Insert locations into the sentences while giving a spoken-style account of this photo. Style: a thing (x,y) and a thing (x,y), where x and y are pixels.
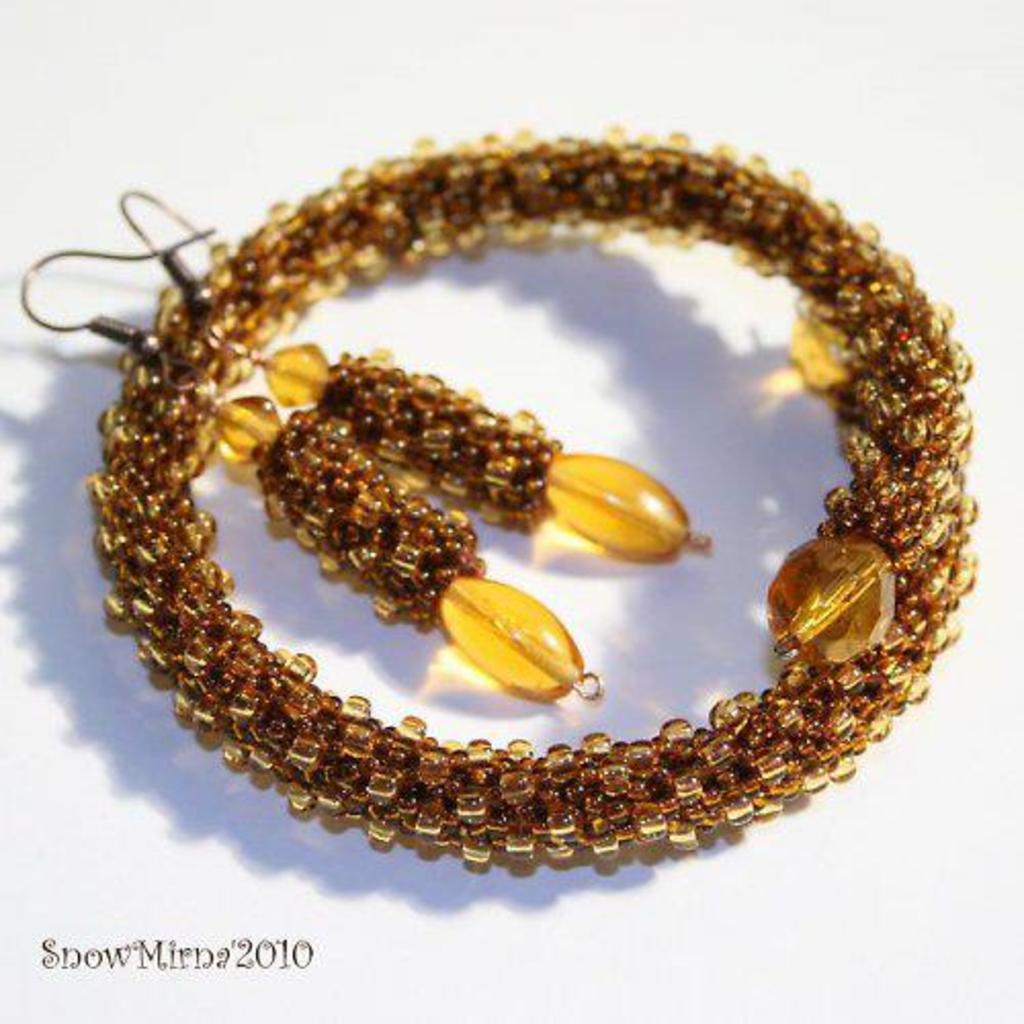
In this image I can see earrings (413,395) and bracelet (373,258) which is in brown color. Background (964,763) is white in color.
